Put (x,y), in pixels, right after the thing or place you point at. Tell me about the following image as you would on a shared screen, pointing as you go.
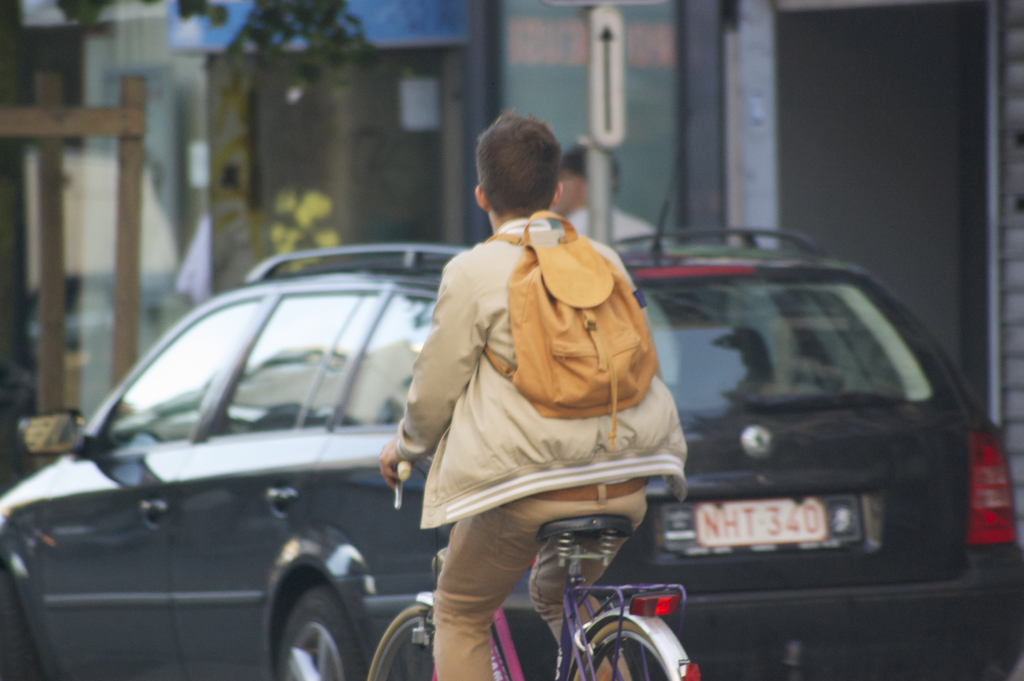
In this picture a man (497,386) is riding a bicycle (576,580). Backside of the man (506,425) there is a black car (739,422) and background of them there is a building (406,116).
